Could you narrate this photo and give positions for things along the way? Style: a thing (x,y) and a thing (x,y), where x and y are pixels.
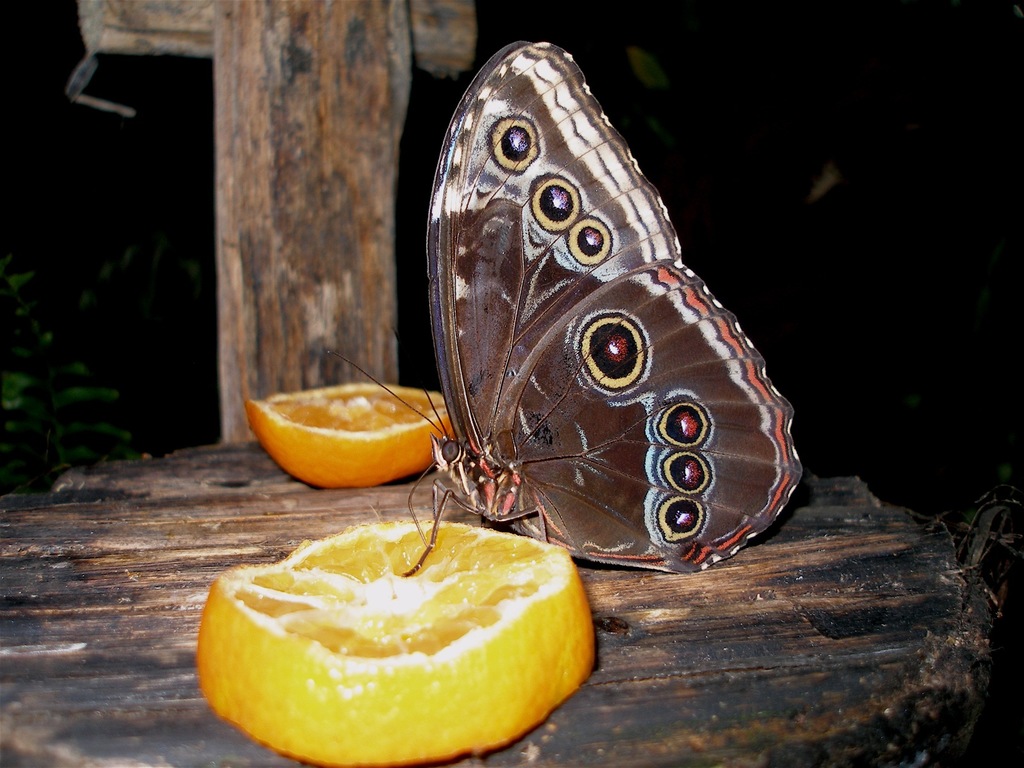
Here we can see a butterfly (553,386) on a orange slice (385,609) on a wooden piece (366,501) and behind there is an orange slice (334,438). In the background (279,121) the image is dark but we can see leaves (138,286) of a plant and a wooden object (271,44).
